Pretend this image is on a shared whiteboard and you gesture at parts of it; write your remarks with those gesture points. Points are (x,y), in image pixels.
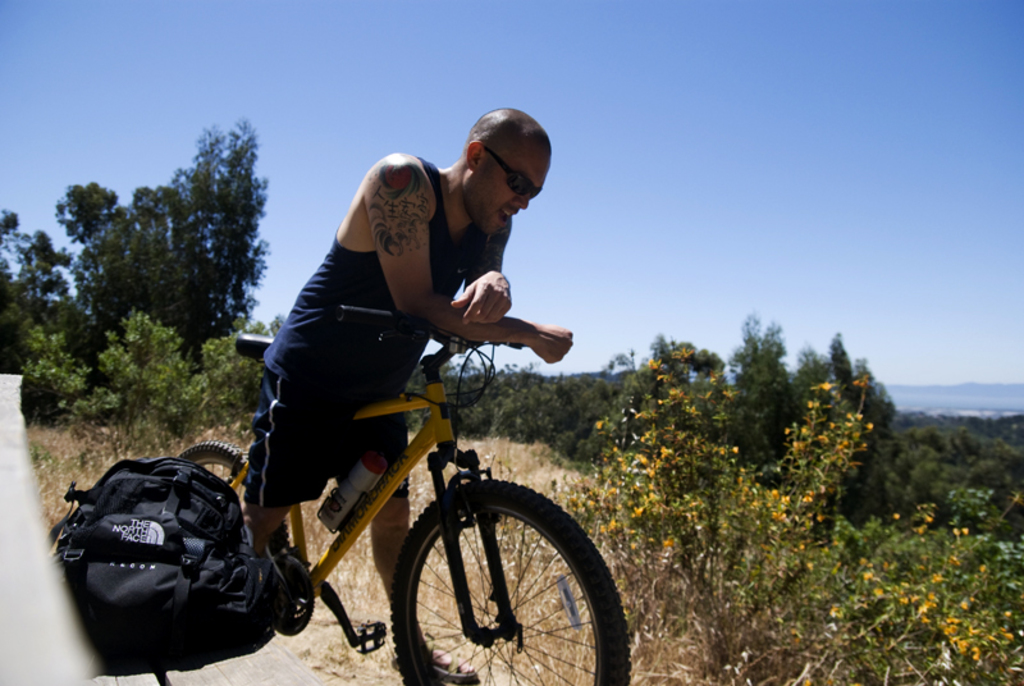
In this image I can see a person (332,337) is on the bicycle (435,541). To the left of him there is a bag (147,547). In the background (282,92) there are trees (210,212) and a sky (675,168).
